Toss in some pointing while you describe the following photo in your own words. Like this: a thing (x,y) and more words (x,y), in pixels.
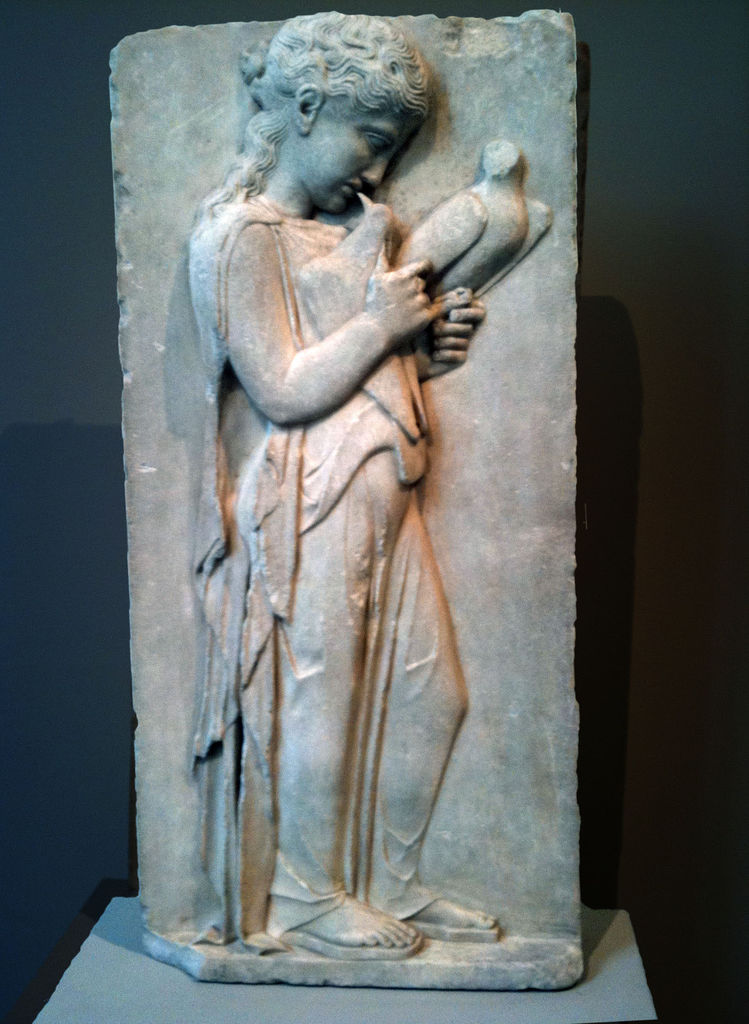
In this image I see a sculpture (305,279) which is made of stone (373,229) and I see that it is dark in the background (10,182) and I see the sculpture (382,862) on the grey color surface (95,956).
